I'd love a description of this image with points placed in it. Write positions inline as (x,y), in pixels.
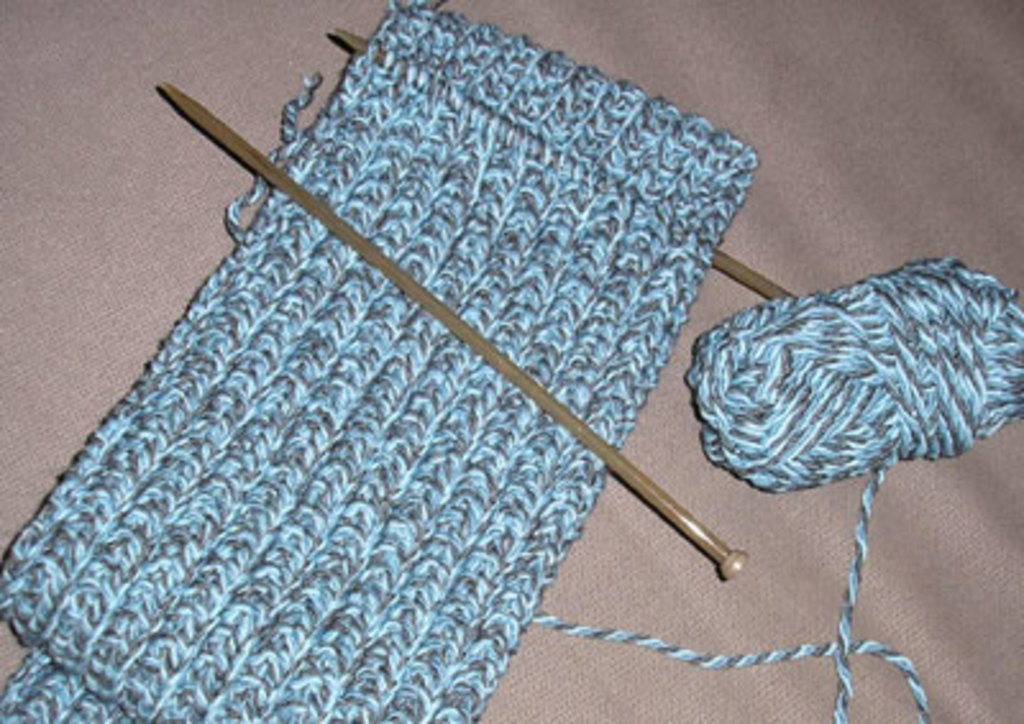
In the image there is a woolen thread (822,399) and two needles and there is a cloth (385,44) prepared with the woolen thread (762,452).
